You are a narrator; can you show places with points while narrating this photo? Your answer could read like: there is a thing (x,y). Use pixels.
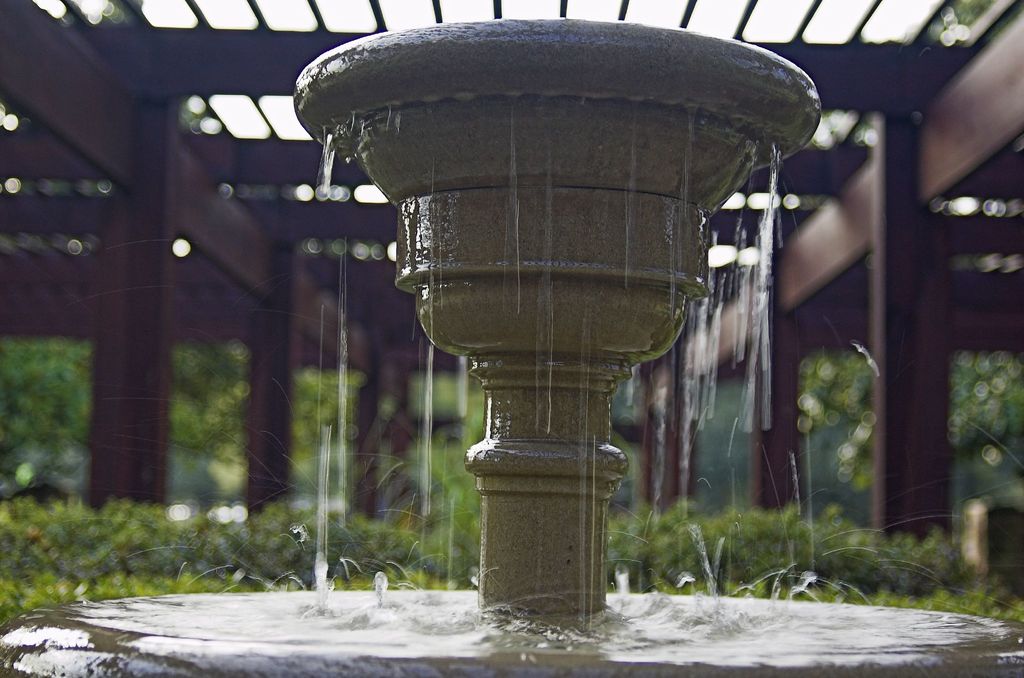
In the image there is a water fountain (560,223) in the front (546,497) and behind it there are plants (400,574) and trees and above its a wooden ceiling (312,218).
